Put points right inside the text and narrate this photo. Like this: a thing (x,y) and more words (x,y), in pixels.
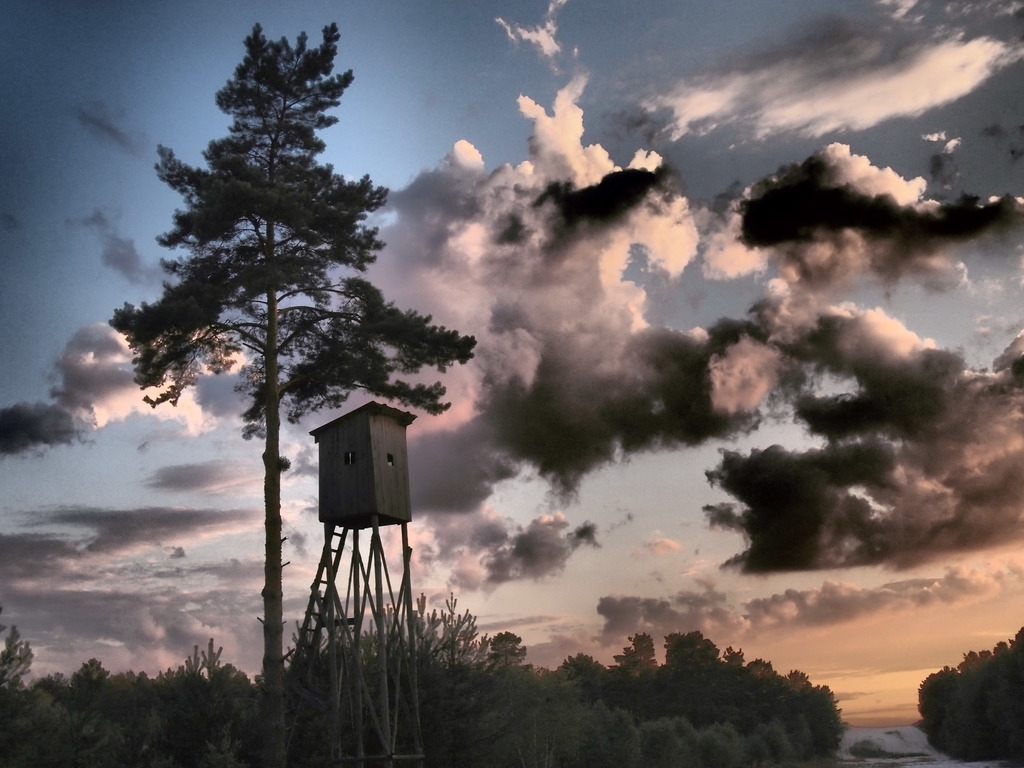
In this picture there is a tree (310,114) and a wooden house (335,522) towards the left (314,406). At the bottom (493,650), there are trees (186,763). In the background (591,215) there is a sky (570,285) with clouds (554,272).
